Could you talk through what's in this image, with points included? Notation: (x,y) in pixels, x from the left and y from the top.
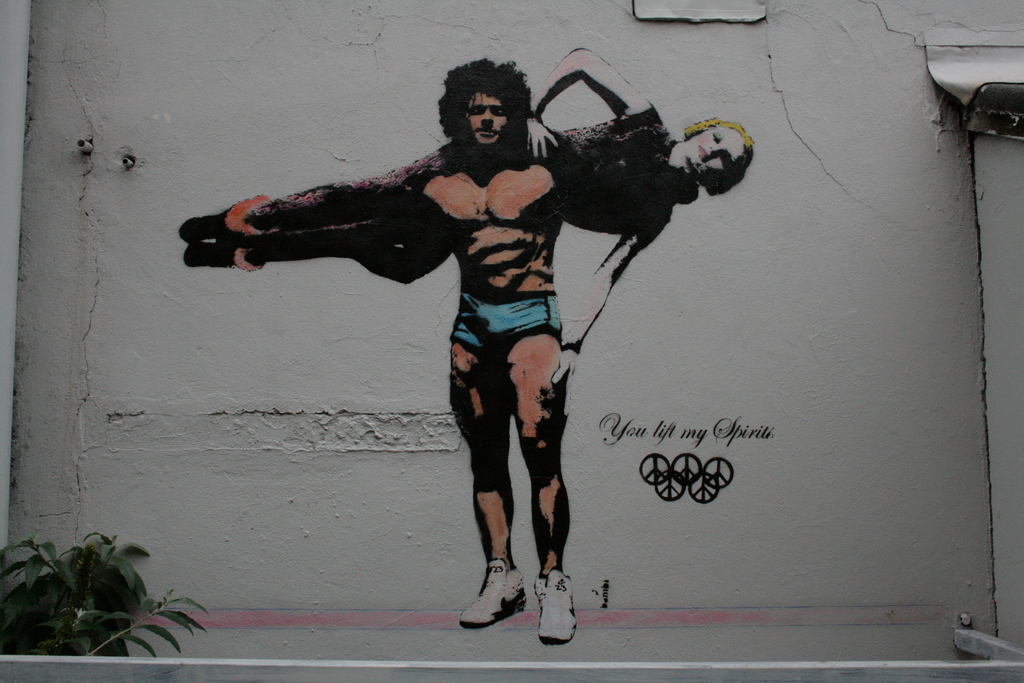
There is a painting (546,343) on the wall (315,466). Here we can see man (519,259) is lifting a woman (586,186). On the right side of the image (698,436), we can see some text (663,435) and symbol (691,473). Left side (52,614) bottom, we can see plant leaves (91,602) and stems (115,637).
